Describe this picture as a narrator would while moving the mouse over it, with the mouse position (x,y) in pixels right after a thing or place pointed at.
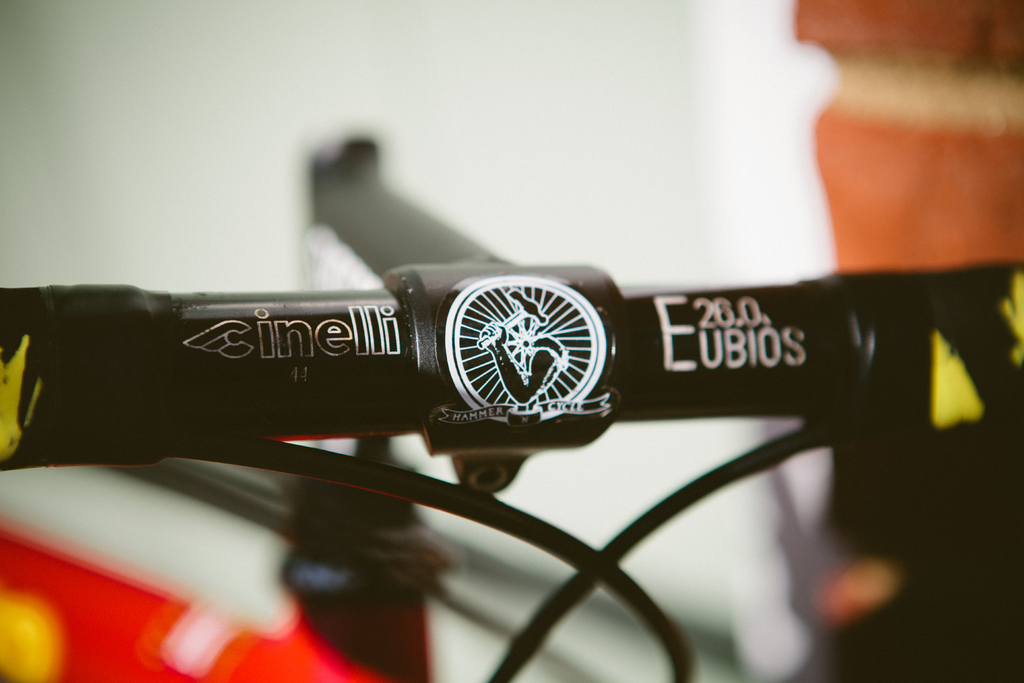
Here we can see a rod (901,377) and there is something written on it. There are wires (462,501). There is a white background (223,84).
